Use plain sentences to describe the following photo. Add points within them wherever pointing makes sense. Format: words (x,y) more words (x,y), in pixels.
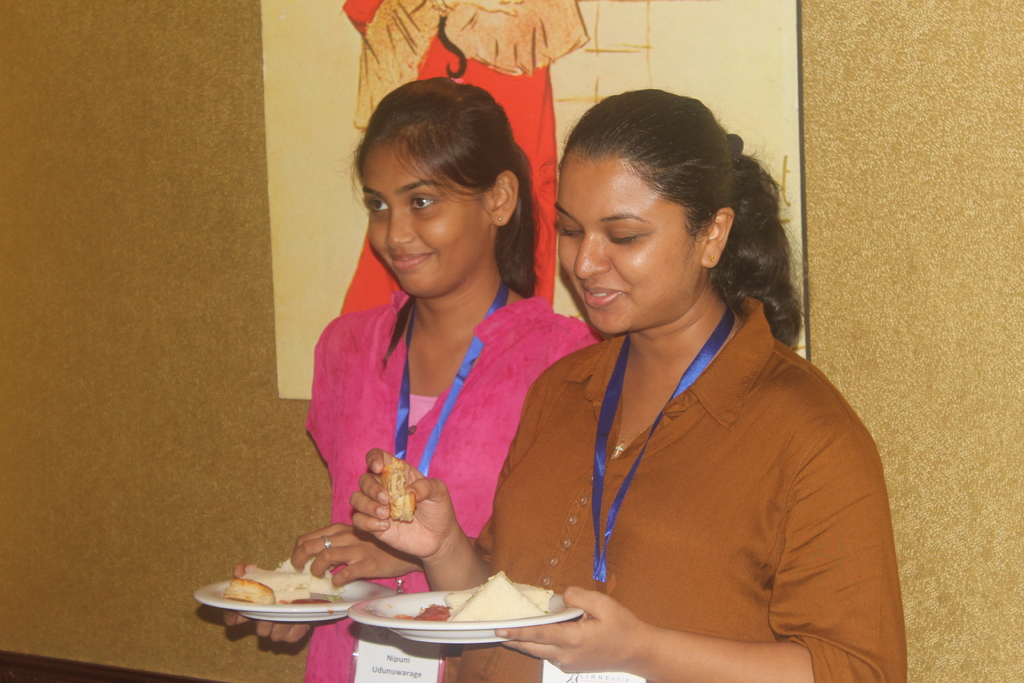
In this picture there are two women (597,448) standing and holding a plate (405,623) which has few eatables (316,599) placed in it and there is an image (541,69) attached to the wall (814,67) behind them.
